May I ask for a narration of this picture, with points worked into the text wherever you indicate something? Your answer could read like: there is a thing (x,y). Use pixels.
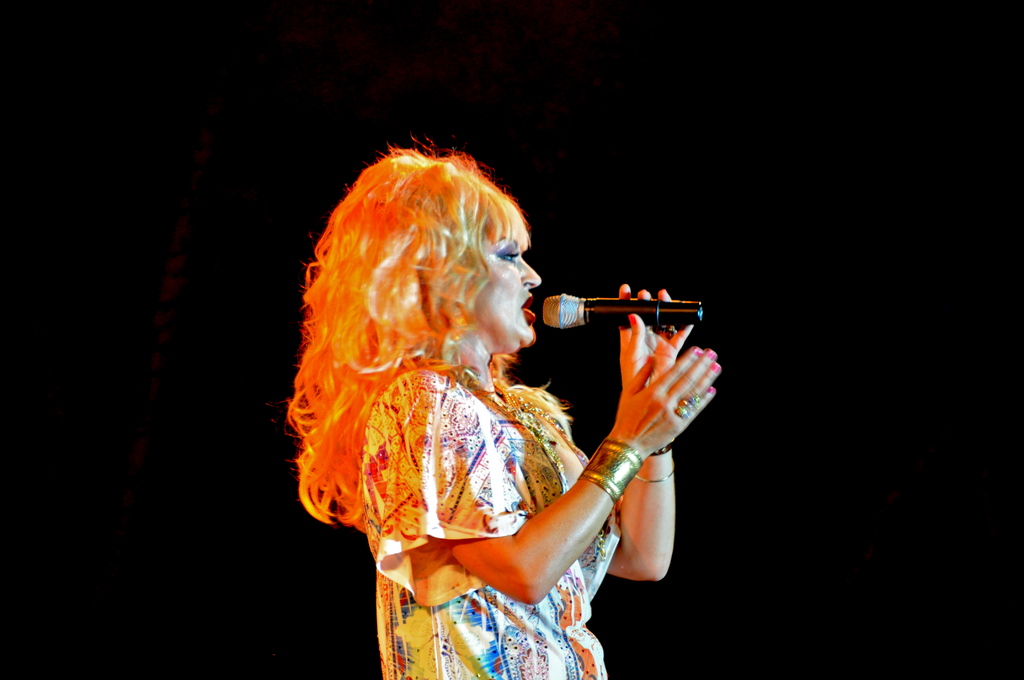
This woman (475,650) is holding mic (598,317) and singing. Background (799,424) is in black color.
